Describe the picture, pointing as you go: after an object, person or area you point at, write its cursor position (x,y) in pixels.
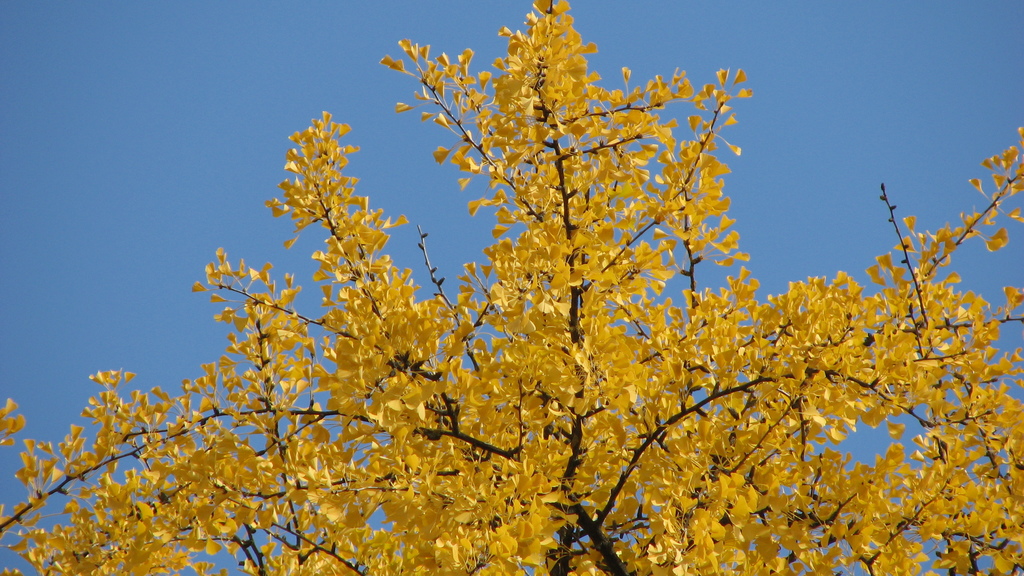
This yellow color tree (553,325) is highlighted in this picture. Sky (366,37) is in blue color.
